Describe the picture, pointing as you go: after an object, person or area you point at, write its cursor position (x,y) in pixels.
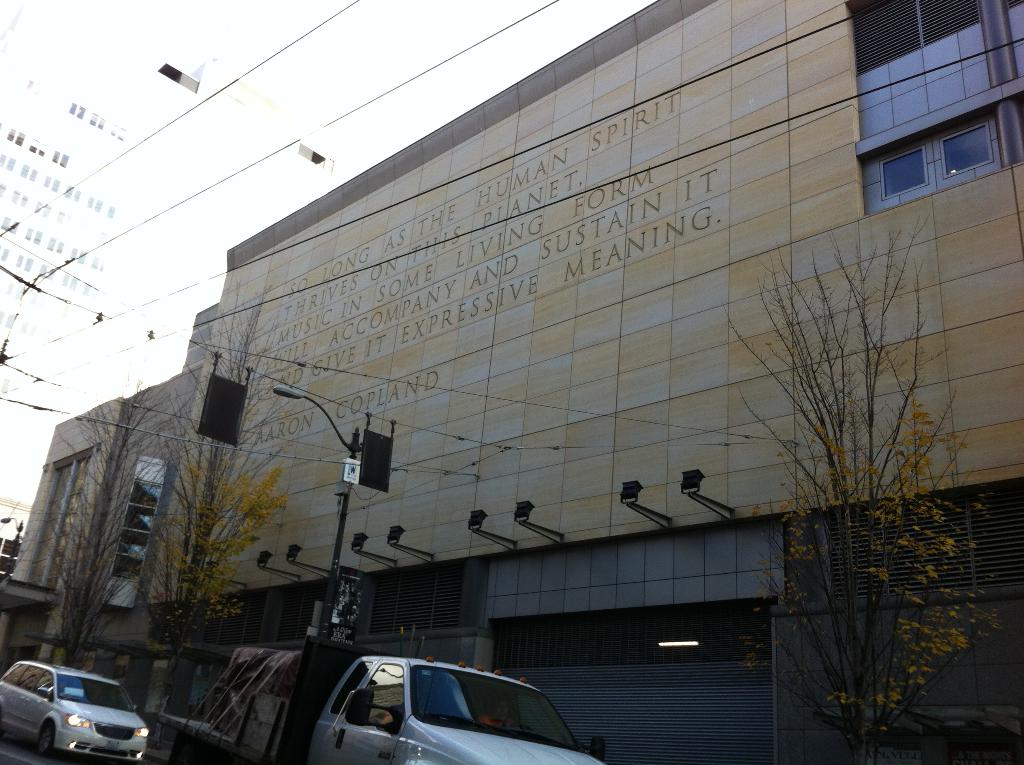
In this image, we can see buildings (582,345), trees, poles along with wires (472,465) and there are vehicles (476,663). At the top (354,53), there is sky (369,47).
